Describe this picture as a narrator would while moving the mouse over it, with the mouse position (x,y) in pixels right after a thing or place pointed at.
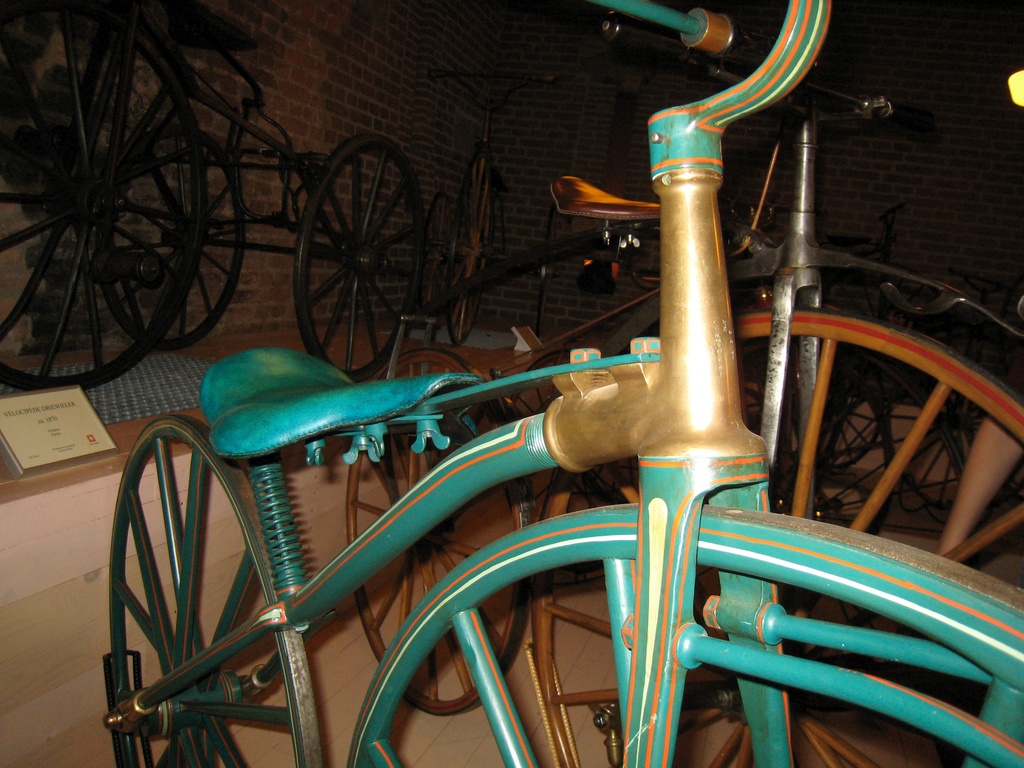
In this image there are cycles (644,550) parked one beside the other. In the background (420,91) there is a wall (433,60). On the left side (195,132) top there is a vehicle (197,191) parked on the wall (73,316). At the bottom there is a name board (6,435).
